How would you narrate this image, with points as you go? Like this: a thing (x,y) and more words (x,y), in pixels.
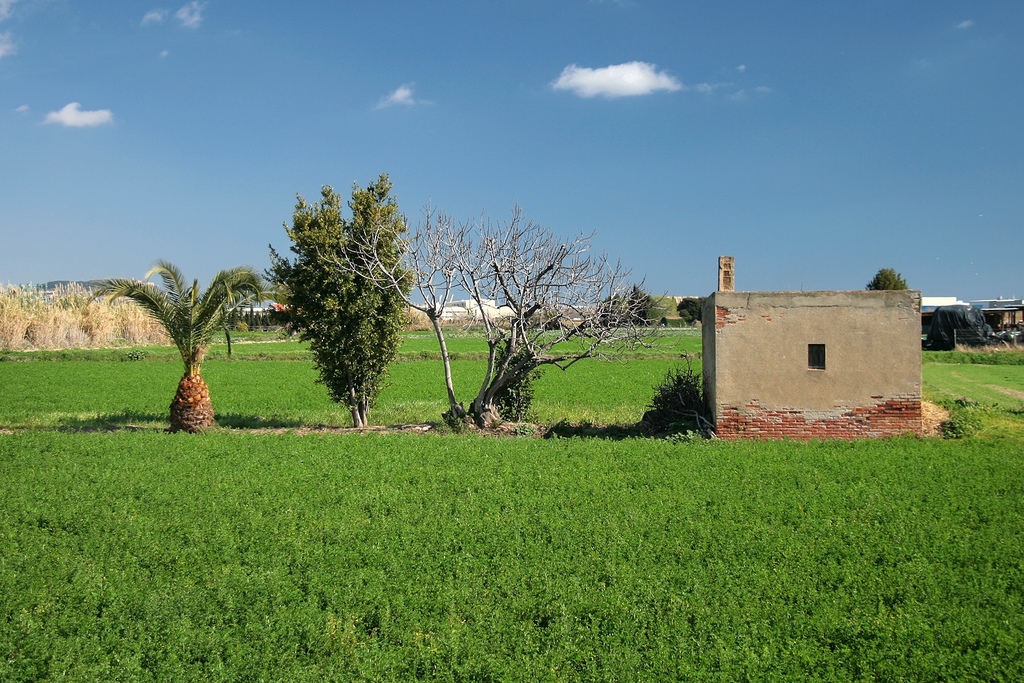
In this image I can see few trees (555,324), house (790,411) and dry grass (86,343). The sky (300,158) is in white and blue color.
